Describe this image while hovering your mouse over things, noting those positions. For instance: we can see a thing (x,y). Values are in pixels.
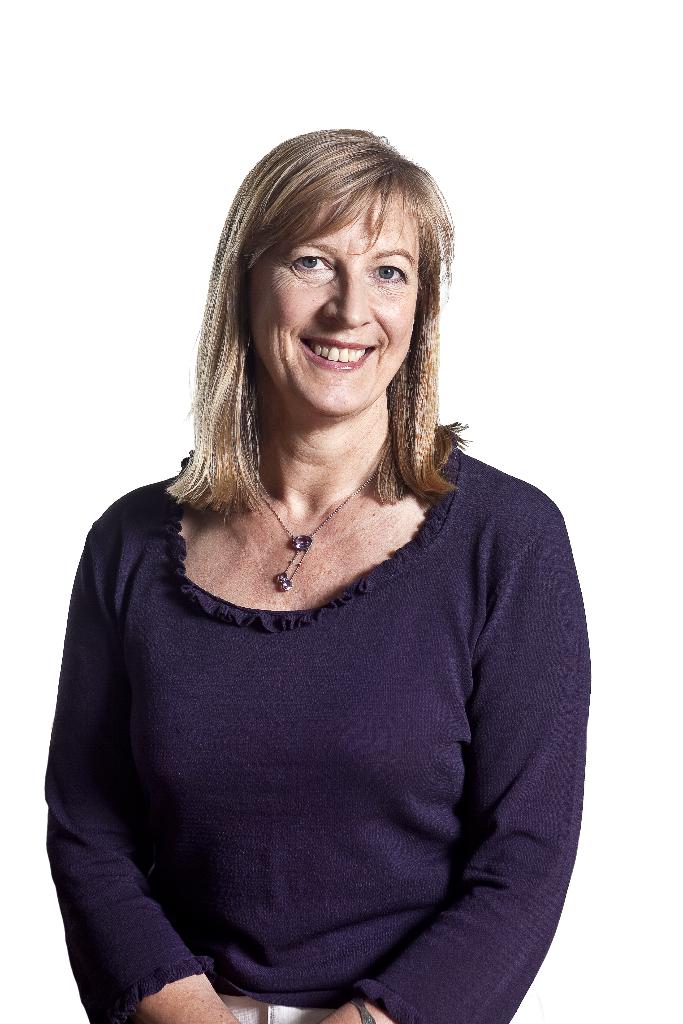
In this image we can see a lady (291,409), and the background (176,76) is white in color.
